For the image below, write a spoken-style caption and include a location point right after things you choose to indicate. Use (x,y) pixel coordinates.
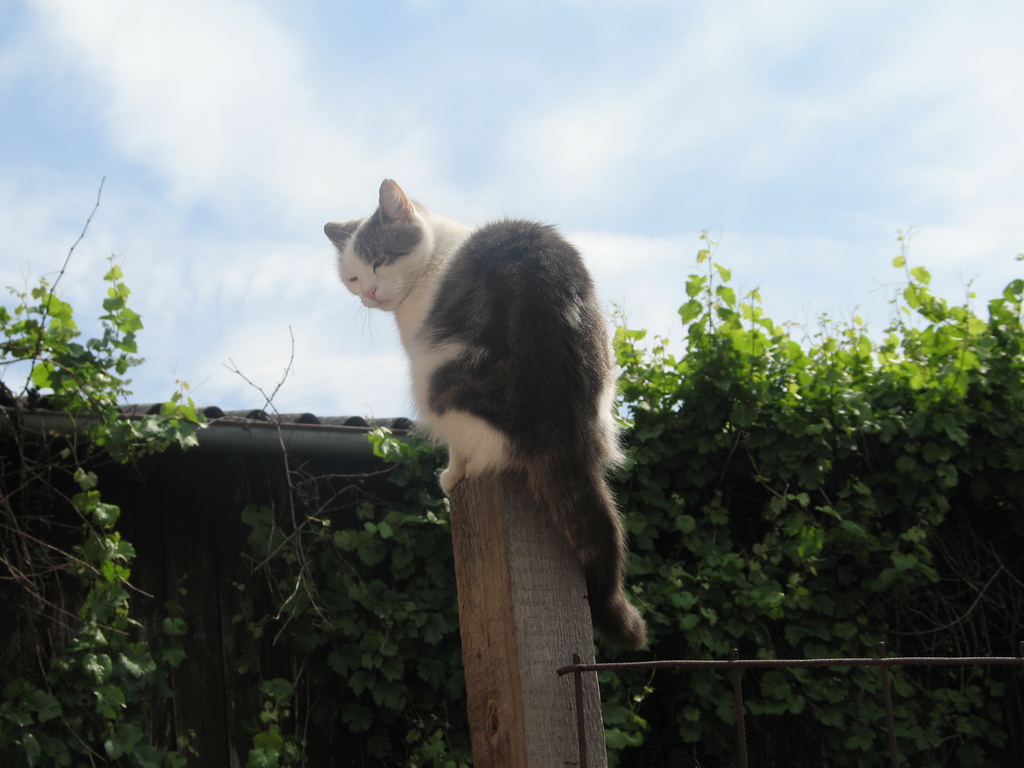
In this picture, we see a cat (442,327) in white and black color. This cat (505,446) is on the wooden pole (554,708). Beside that, we see plants (379,553) and creeper plants (166,427). These creeper plants (803,571) are on the roof (294,450) of the building (221,500). At the top of the picture (527,202), we see the sky (350,208).
